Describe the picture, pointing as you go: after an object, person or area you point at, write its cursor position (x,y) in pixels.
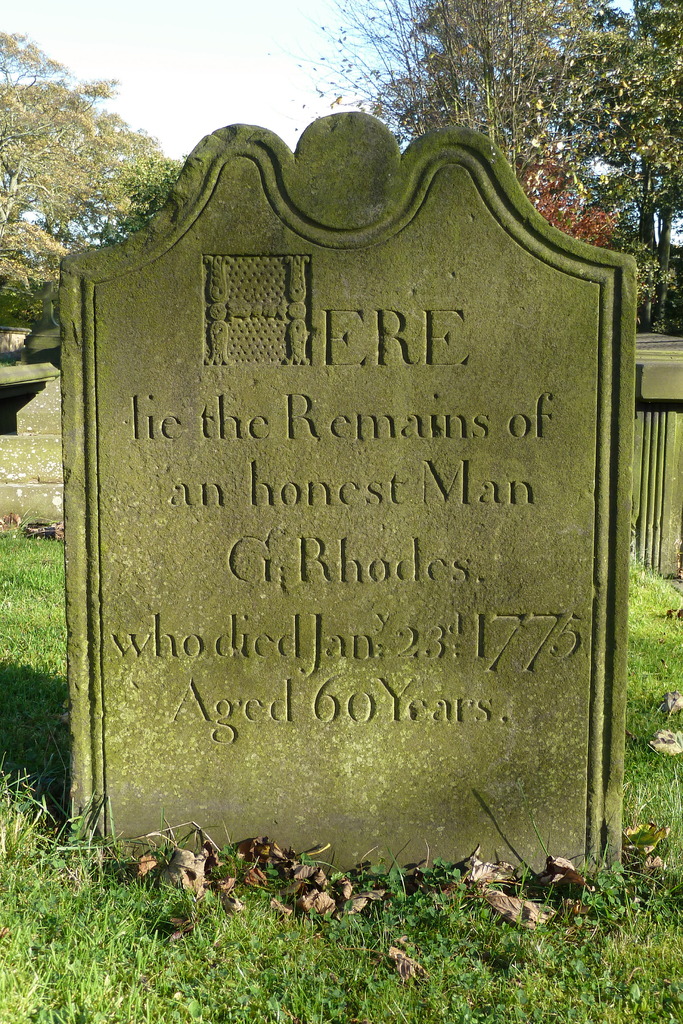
In this image we can see a graveyard (383,509). Behind trees (87,196) are there.
